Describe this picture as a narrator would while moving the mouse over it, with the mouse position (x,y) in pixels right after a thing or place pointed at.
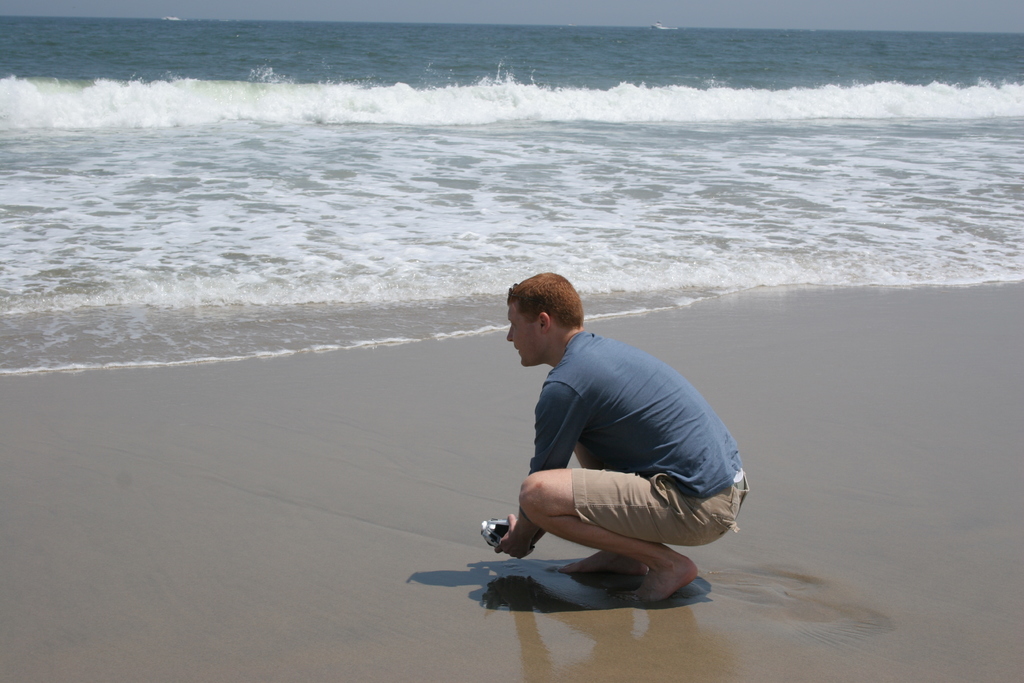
In this image we can see this person (602,387) wearing a blue T-shirt (708,421) is on the sand (596,595) and in the squat position. Here we can see waves (516,104), water (716,61) and sky (761,8) in the background (762,42).
